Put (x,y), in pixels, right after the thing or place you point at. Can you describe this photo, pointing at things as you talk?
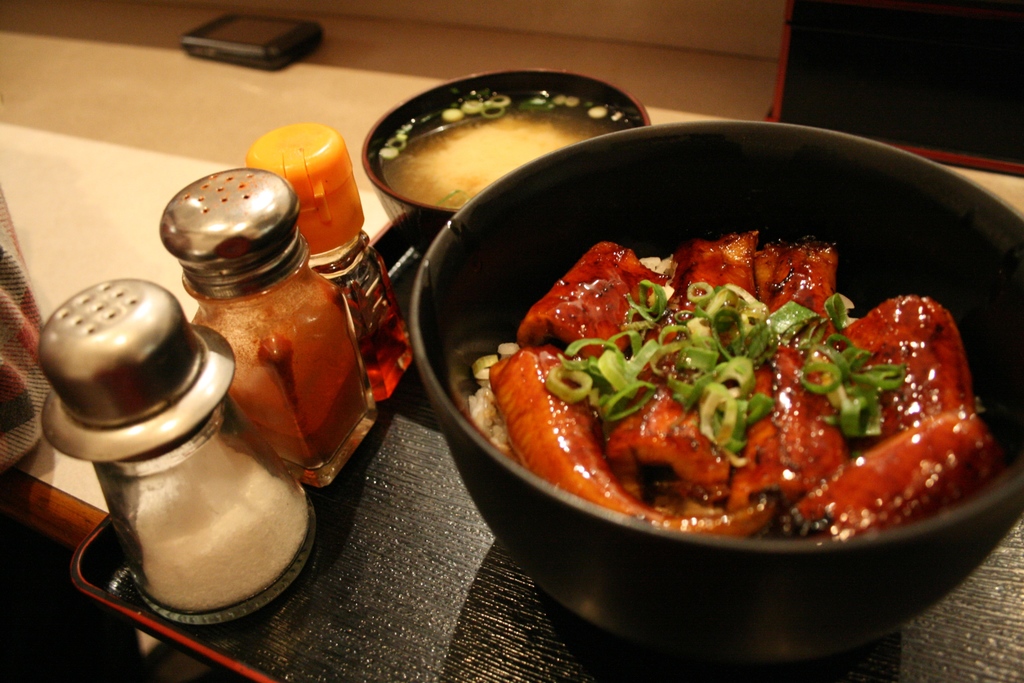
In this picture I can see on the right side (736,259) there are food items (736,417) in a black color bowl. On the left side (197,465) there is a salt jar (197,501) and other ingredients jars (240,266) on a black color plate (385,601).
